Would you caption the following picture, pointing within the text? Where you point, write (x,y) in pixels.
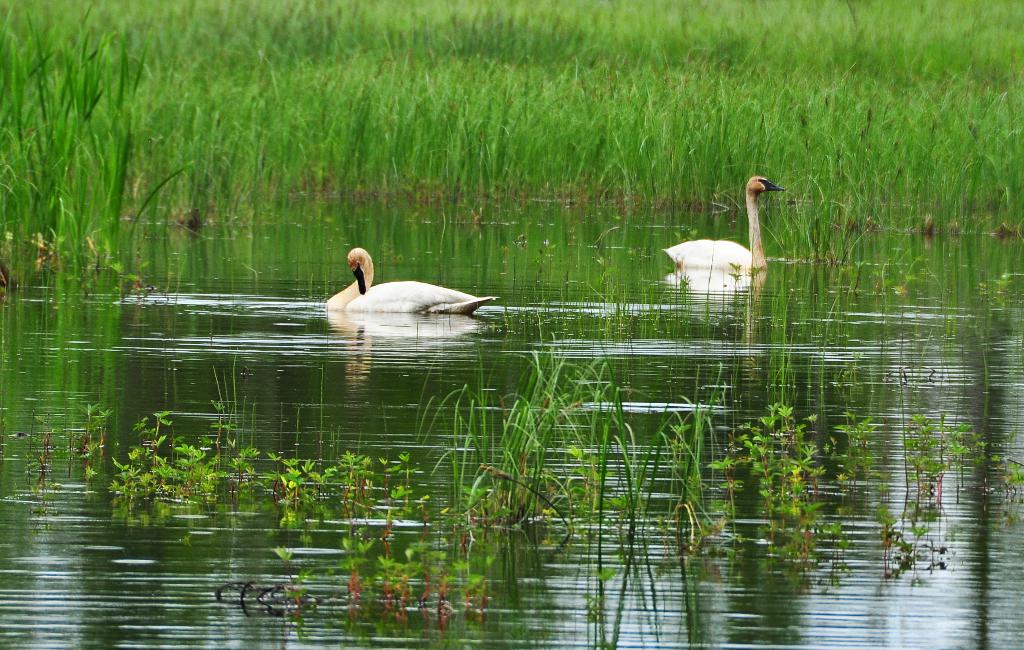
In the picture we can see water (997,549) with some grass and plants saplings (785,481) in it and we can also see two swans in it which are white in color with some part cream in color and black color beaks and behind it we can see full of grass plants (426,159) in the water (121,614).
